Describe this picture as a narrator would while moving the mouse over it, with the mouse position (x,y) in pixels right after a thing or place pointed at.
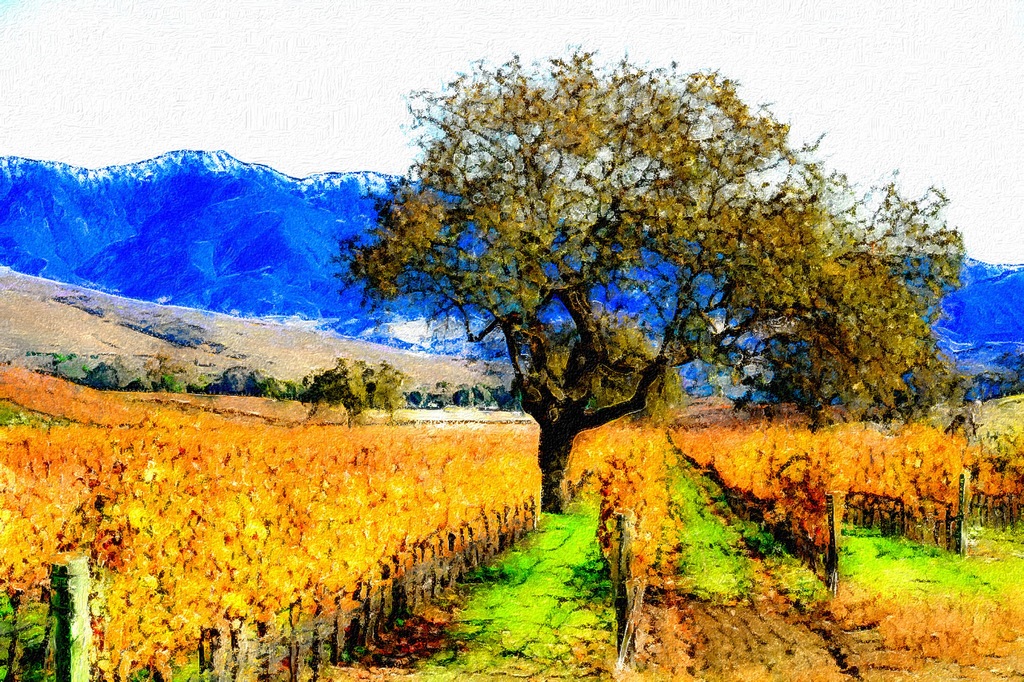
This image is a painting. In this image there are trees (422,392) and we can see fence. In the background (359,337) there are hills (323,321) and sky (283,117).
